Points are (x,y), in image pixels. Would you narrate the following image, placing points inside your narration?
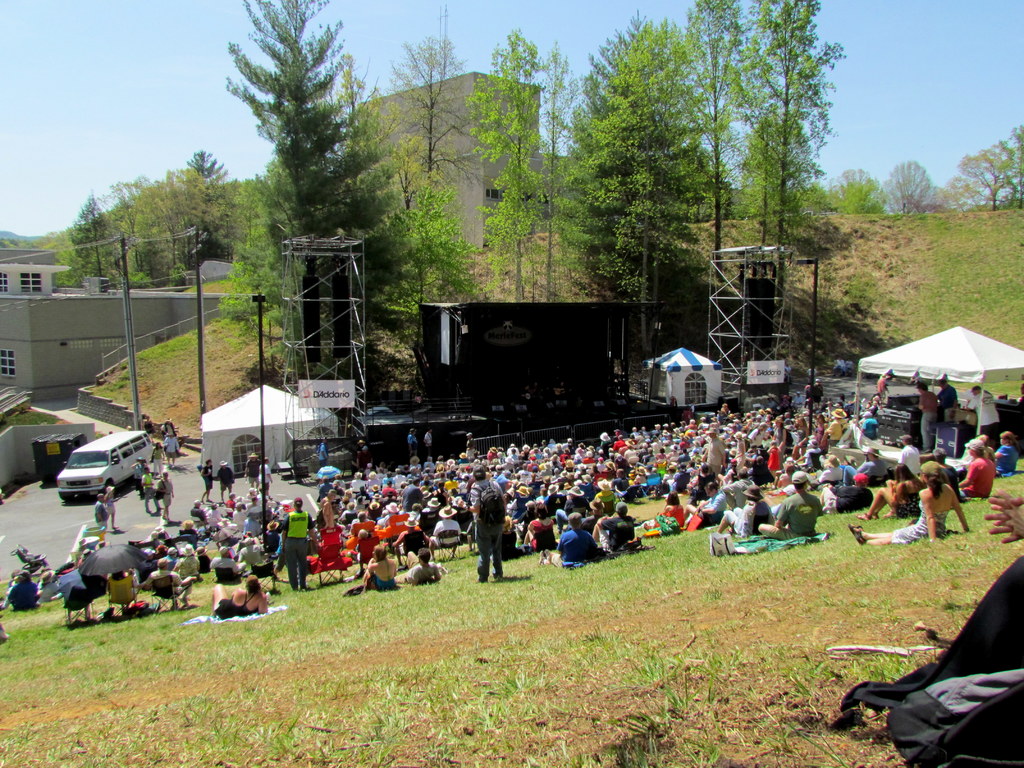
In this image I can see number of persons (573,474) are sitting on chairs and few of them are sitting on ground (764,563). I can see few persons (500,573) are standing on the ground (145,519), a white colored vehicle (110,441), few tents (273,452) which are white and blue in color, the stage (586,368) which is black in color and few metal poles (359,278). In the background (685,336) I can see few buildings (58,345), few trees (416,187) and the sky (932,62).
